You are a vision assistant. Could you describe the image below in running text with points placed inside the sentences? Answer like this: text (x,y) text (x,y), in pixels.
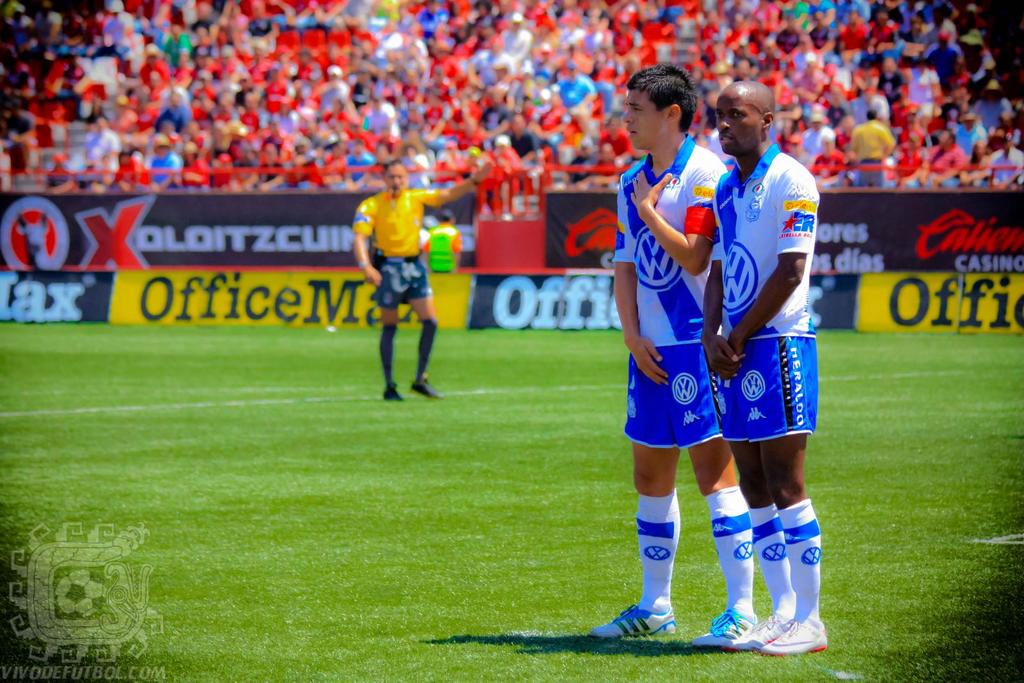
There are three persons (803,605) on the ground (359,594) and this is grass (224,462). There are hoardings (853,234). In the background (821,79) we can see crowd (798,29).
